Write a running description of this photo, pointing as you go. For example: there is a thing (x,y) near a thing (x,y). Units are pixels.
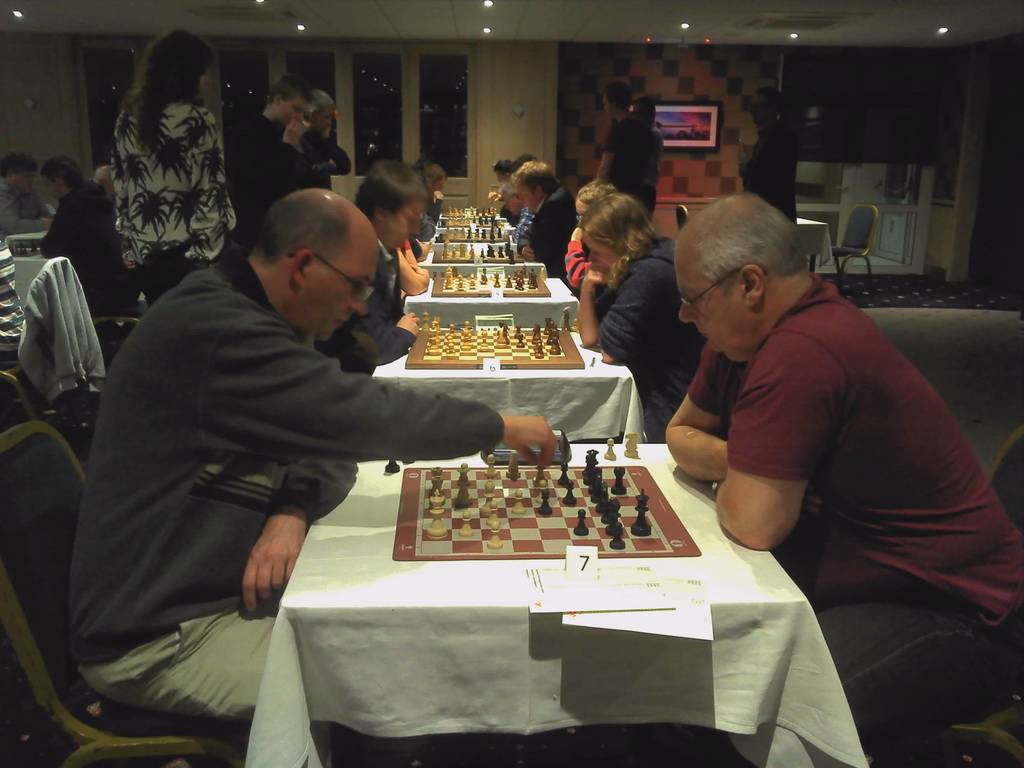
This picture shows a series of tables (497,300) and people (544,260) sitting in front of the table (599,428) and playing chess (625,505) and few people (190,123) standing at the back (217,183).
